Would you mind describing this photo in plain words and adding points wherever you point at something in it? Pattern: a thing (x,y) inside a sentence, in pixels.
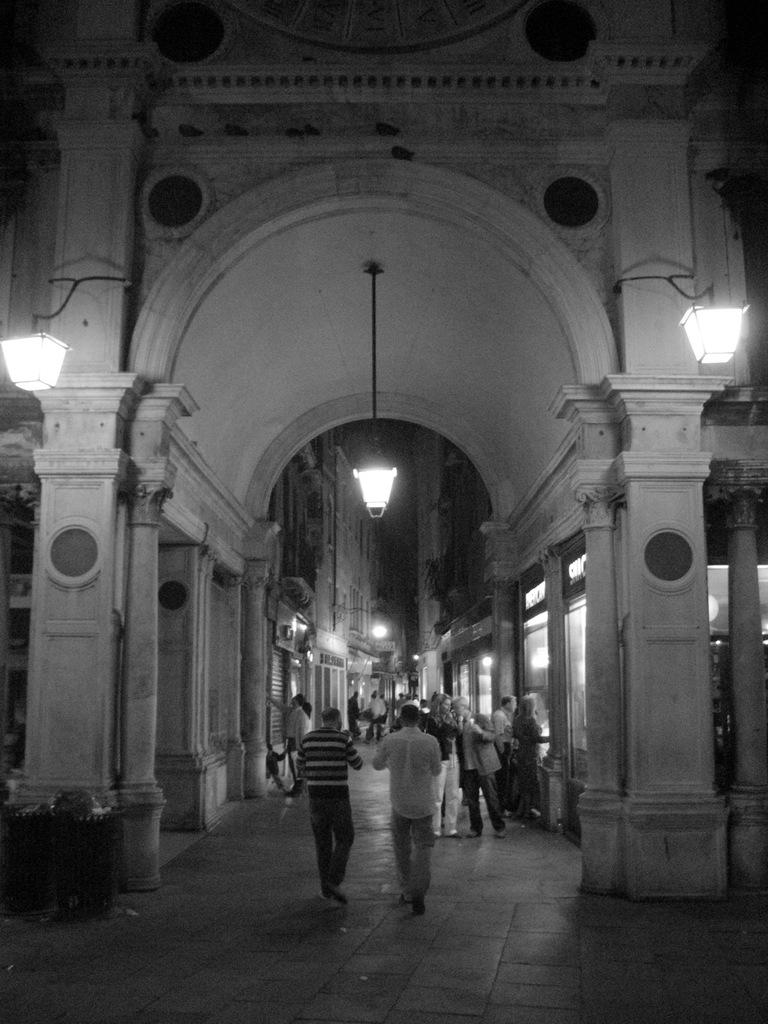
This is a black and white image. There are a few people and buildings (378,391). We can see some lights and boards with text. We can see the ground (123,976) with some objects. We can also see some arches (514,427) and pillars (115,608).
